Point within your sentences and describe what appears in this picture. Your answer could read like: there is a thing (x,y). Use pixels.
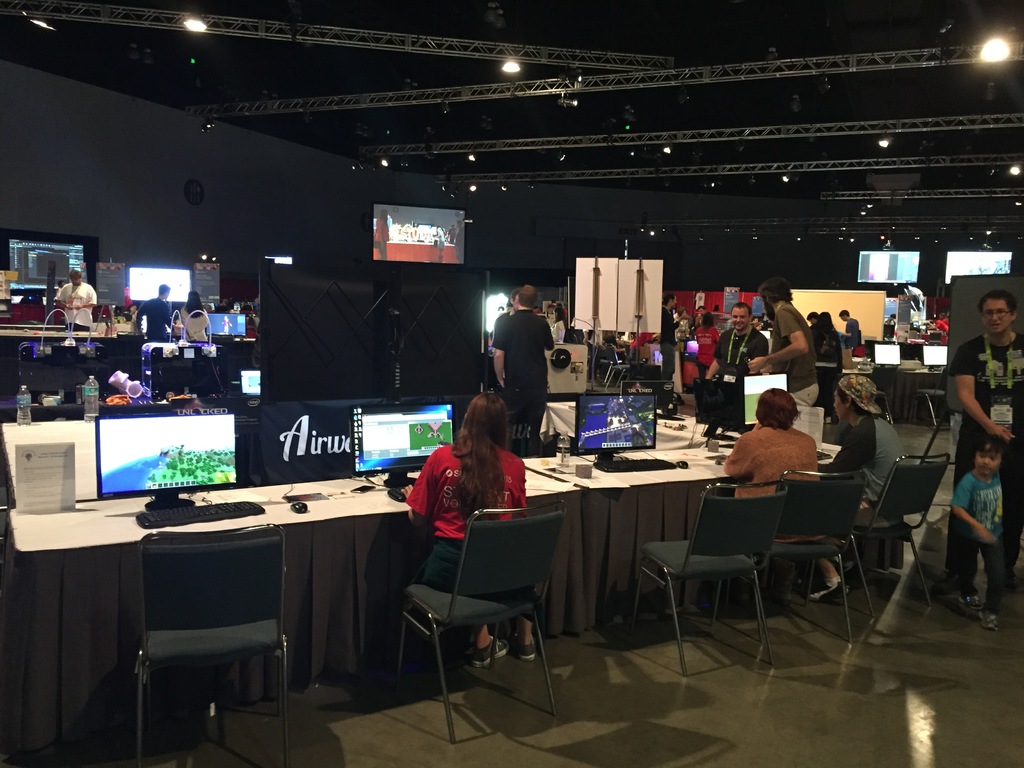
In this image I see number of persons (999,339), in which few of them are sitting and rest of them are standing. I can also see there are number of screens (1000,264), tables (63,531) and the chairs (887,493). In the background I see the lights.
